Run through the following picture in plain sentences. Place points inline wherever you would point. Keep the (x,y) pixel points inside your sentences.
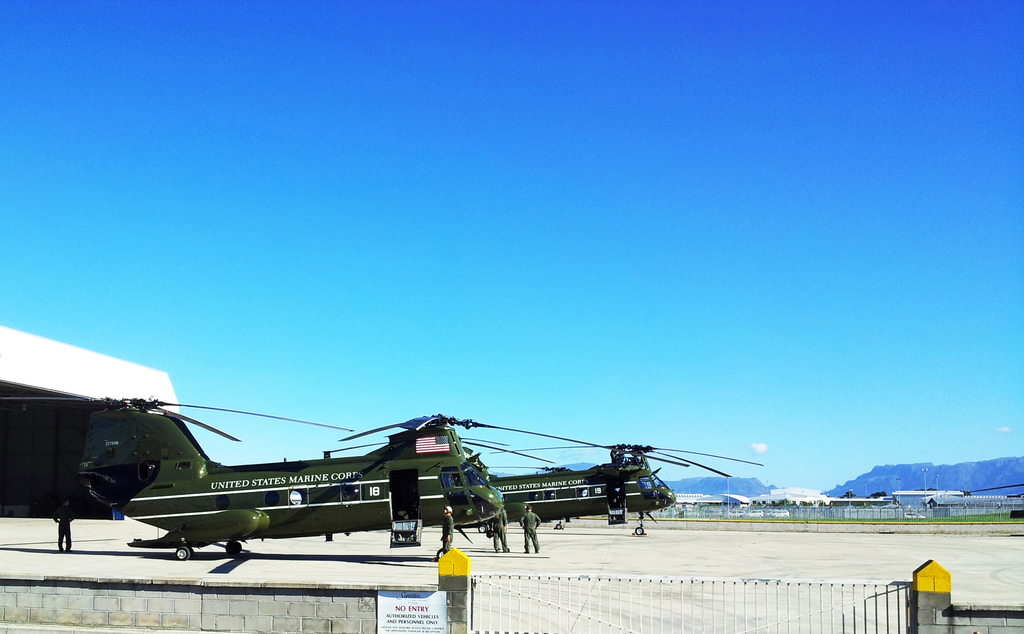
In this image we can see few air crafts (420,470) and people (445,509) on the ground (469,549), we can see some poles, buildings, lights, tree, grille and the wall (312,624), on the wall (372,615) we can see a board (417,606) with some text (404,615), in the background (426,246) we can see the sky (511,191).
